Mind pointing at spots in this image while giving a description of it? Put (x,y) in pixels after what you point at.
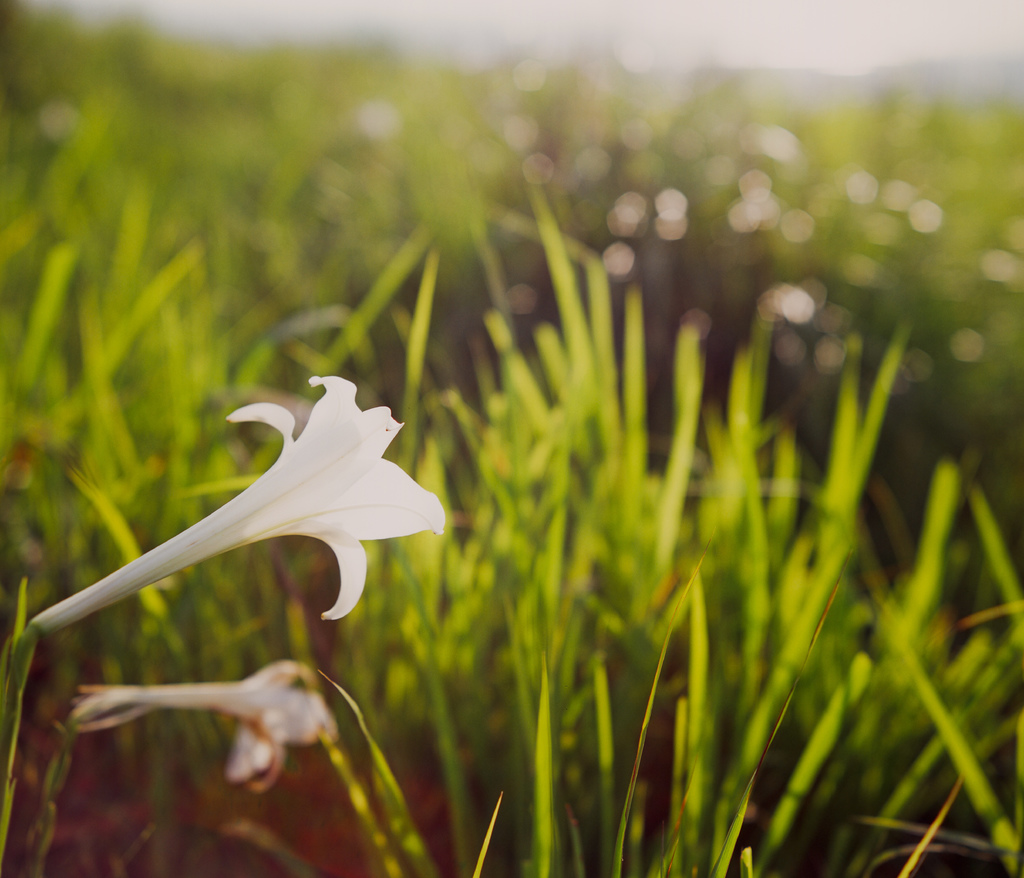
In this image there are two flowers (234,691) and grass (127,255), in the background (571,214) it is blurred.
